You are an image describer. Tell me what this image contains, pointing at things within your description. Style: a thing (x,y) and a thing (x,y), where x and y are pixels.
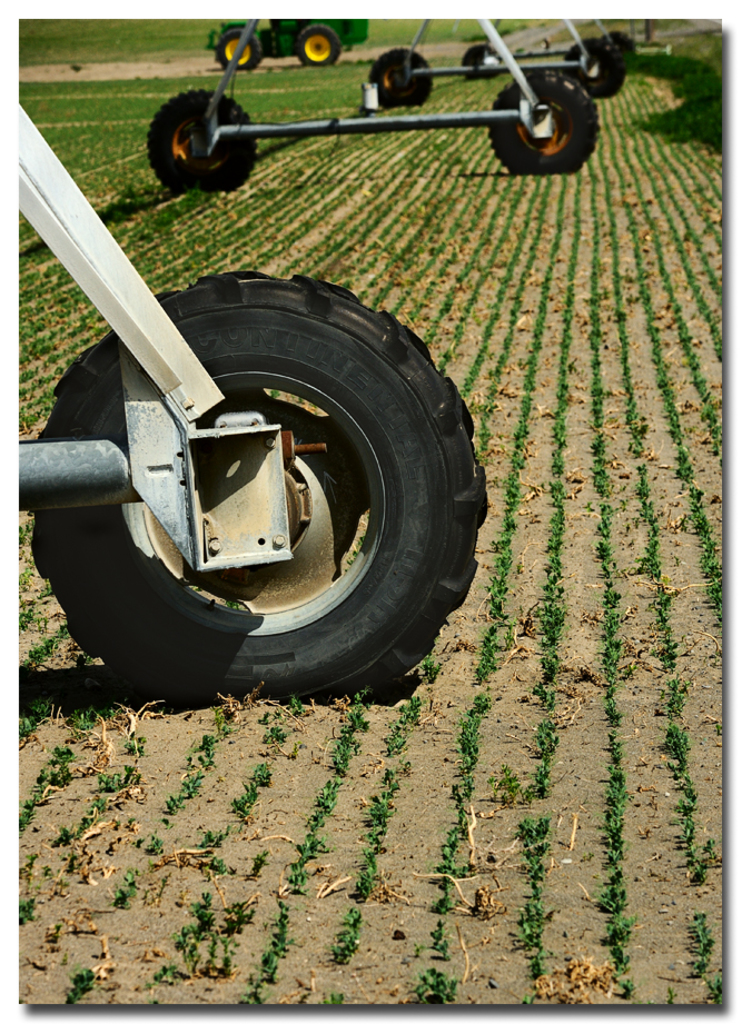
In this image, I think these are the vehicles (351,362) with the wheels (363,325). I think these are the fields (298,114). In the background (313,27), I can see a vehicle (282,52) on the road (187,58).
